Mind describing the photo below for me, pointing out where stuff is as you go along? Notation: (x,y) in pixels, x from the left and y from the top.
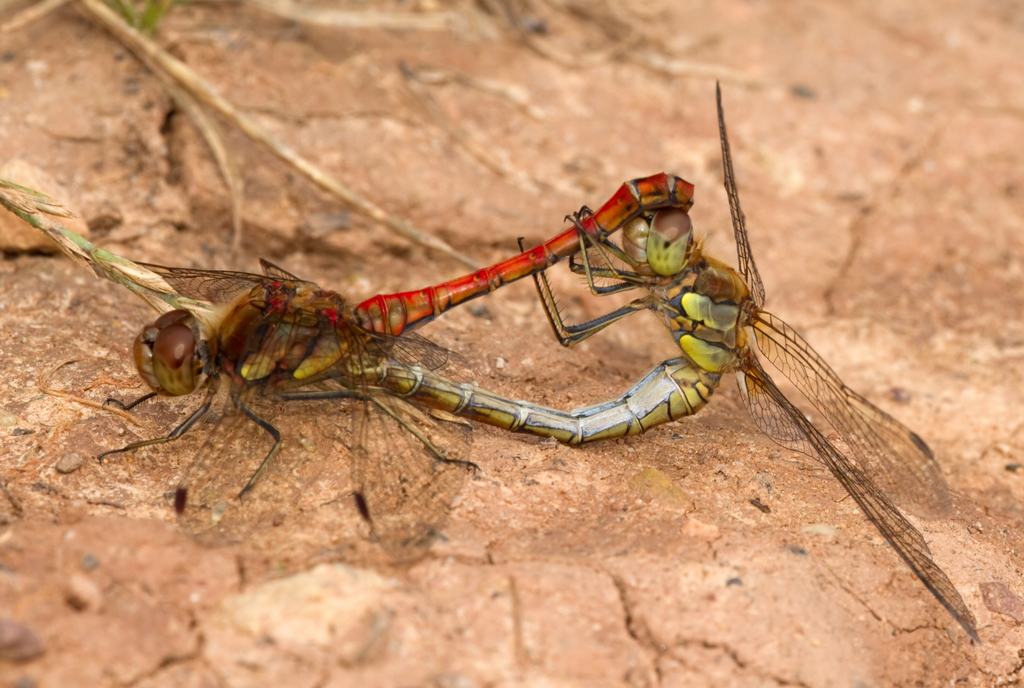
In this picture we can see dragonflies (902,555) on the stone surface (992,576).
